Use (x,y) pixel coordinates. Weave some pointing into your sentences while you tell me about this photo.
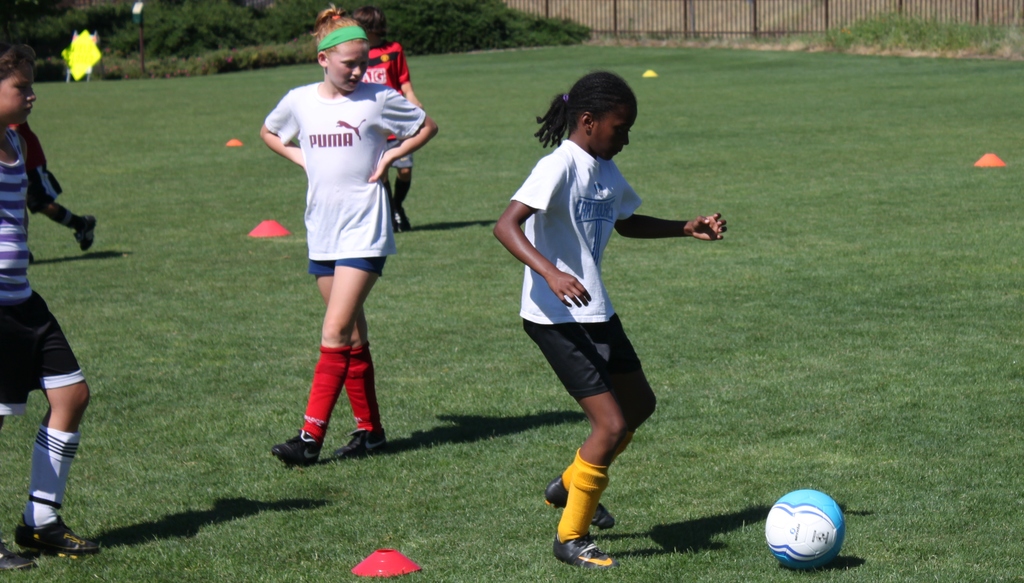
There are some players (353,370) playing a football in the ground (663,169) as we can see in the middle of this image (440,279). There is a fencing (729,17) at the top right side of this image (738,17) and there are some trees (191,25) at the top left side of this image (171,18). There is a ball (802,499) at the bottom right side of this image (795,498).
